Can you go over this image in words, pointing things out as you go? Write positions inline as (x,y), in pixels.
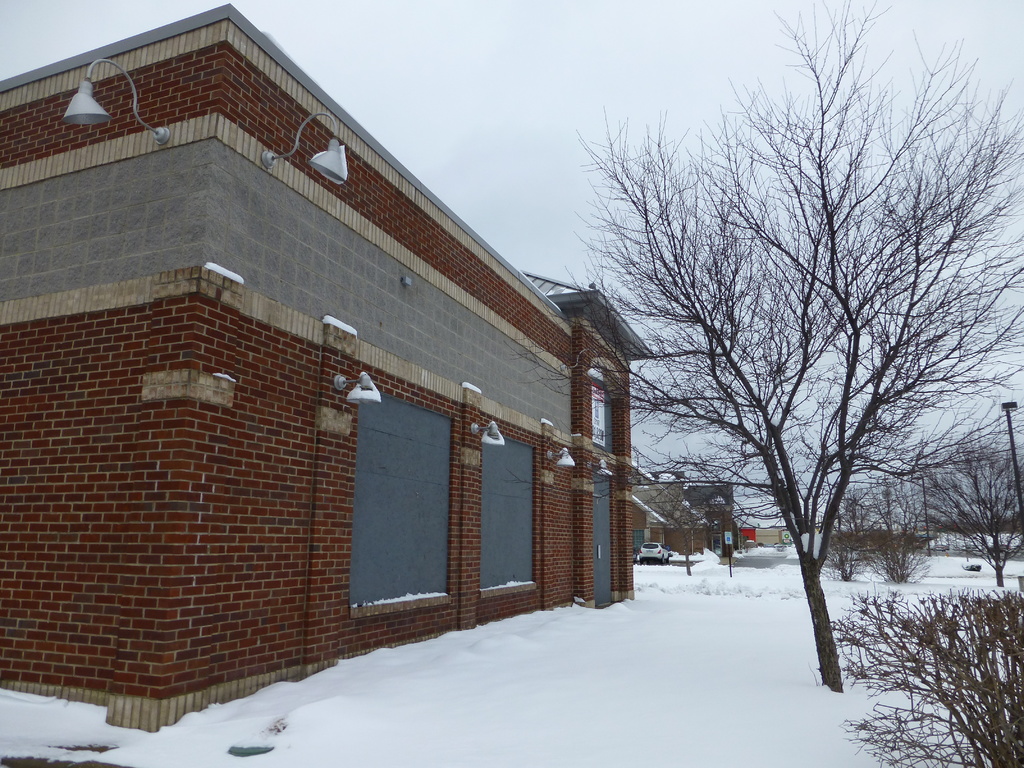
At the bottom of the picture (577,707), we see ice (638,728). On the left side (186,386), we see a building (347,420) which is made up of brown colored bricks (205,471). It has lights (87,112). On the right side (898,465), there are trees (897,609) and a pole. In the background (647,546), we see a car (661,554). There are buildings (717,505) in the background (731,500). At the top of the picture (524,123), we see the sky (499,64).
